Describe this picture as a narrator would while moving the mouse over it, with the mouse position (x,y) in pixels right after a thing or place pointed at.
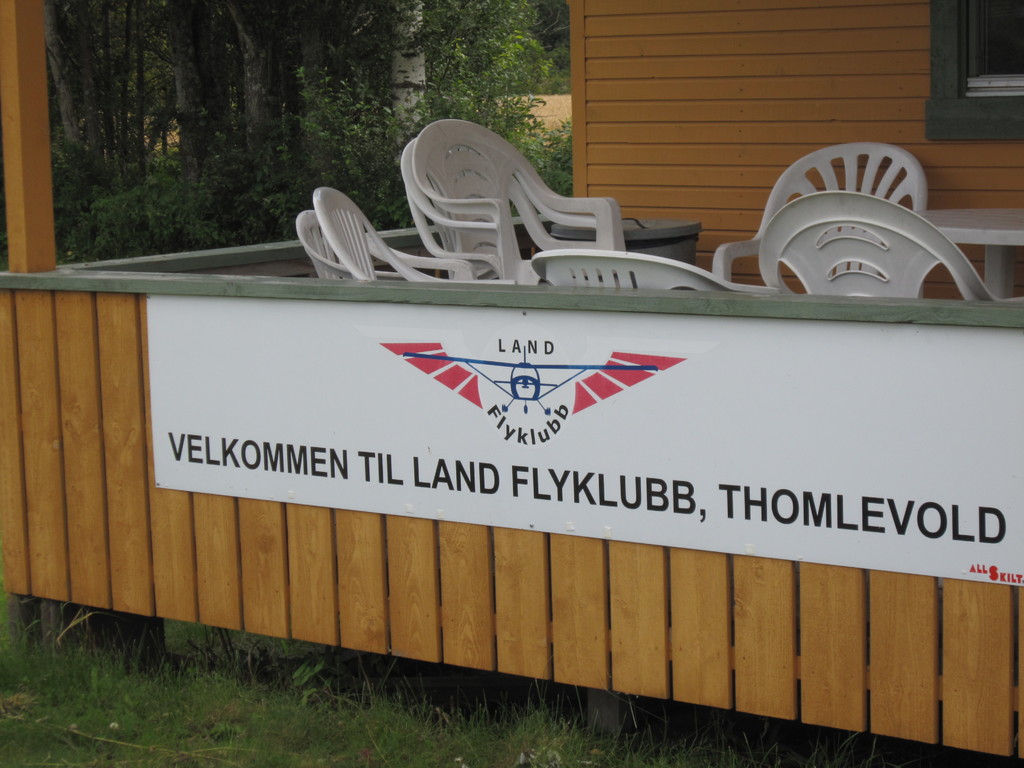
In the center of the image (347,306) we can see chairs (539,202), wall (667,119), trees (398,203), board (603,400), window (997,84) are present. At the bottom of the image (454,711) grass (431,706) is there.
